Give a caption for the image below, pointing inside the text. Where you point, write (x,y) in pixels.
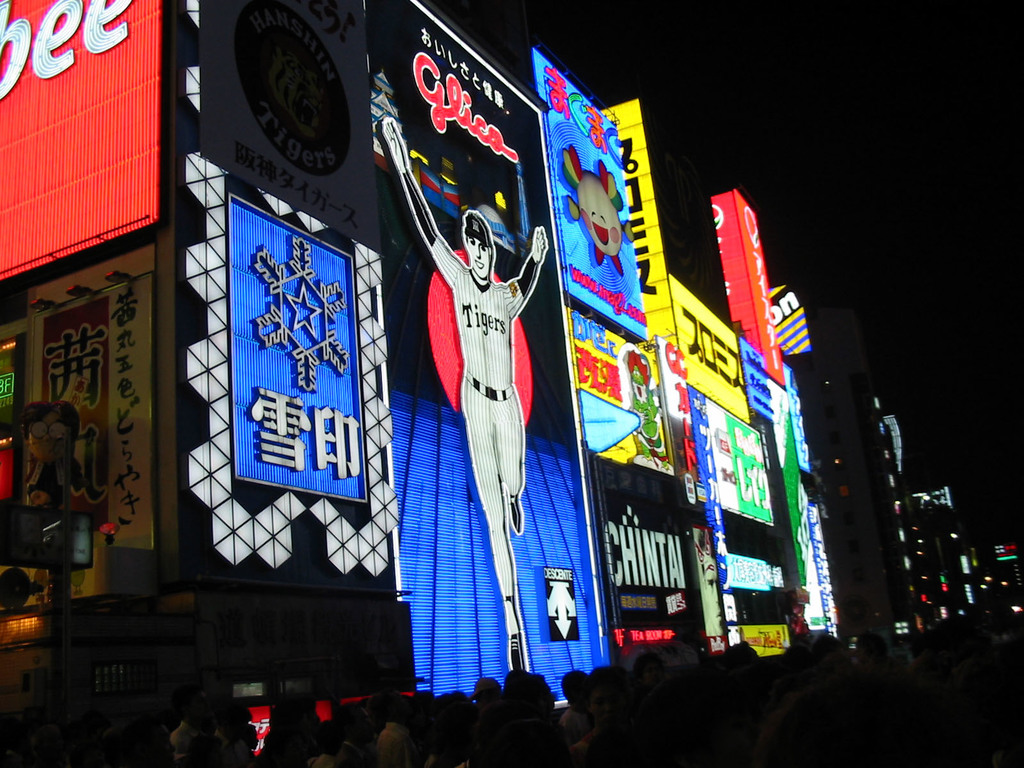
In this image I can see few buildings (866,490), lights (763,563), few colorful boards (416,464) and few people (817,666). The image is dark.
